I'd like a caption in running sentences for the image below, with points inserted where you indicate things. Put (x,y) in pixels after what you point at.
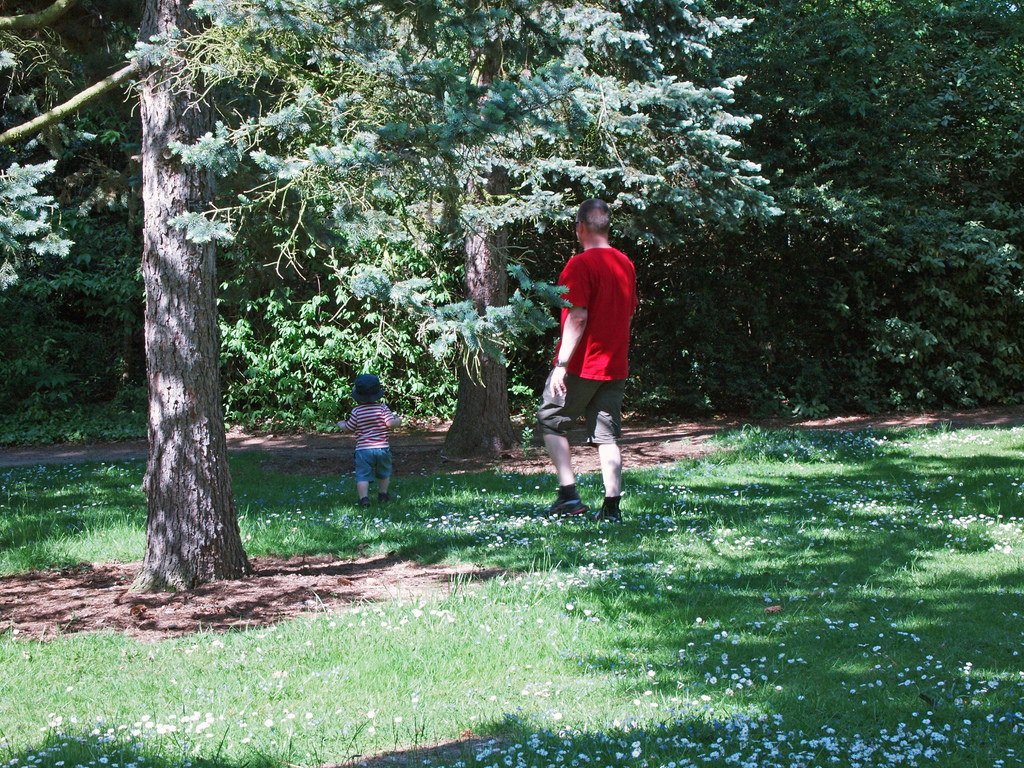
In the foreground of this picture (592,498), there is a man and a boy (387,459) walking on the grass (576,638). In the background (661,395) we can see grass (955,620), flowers (814,750) and the trees (543,333).
